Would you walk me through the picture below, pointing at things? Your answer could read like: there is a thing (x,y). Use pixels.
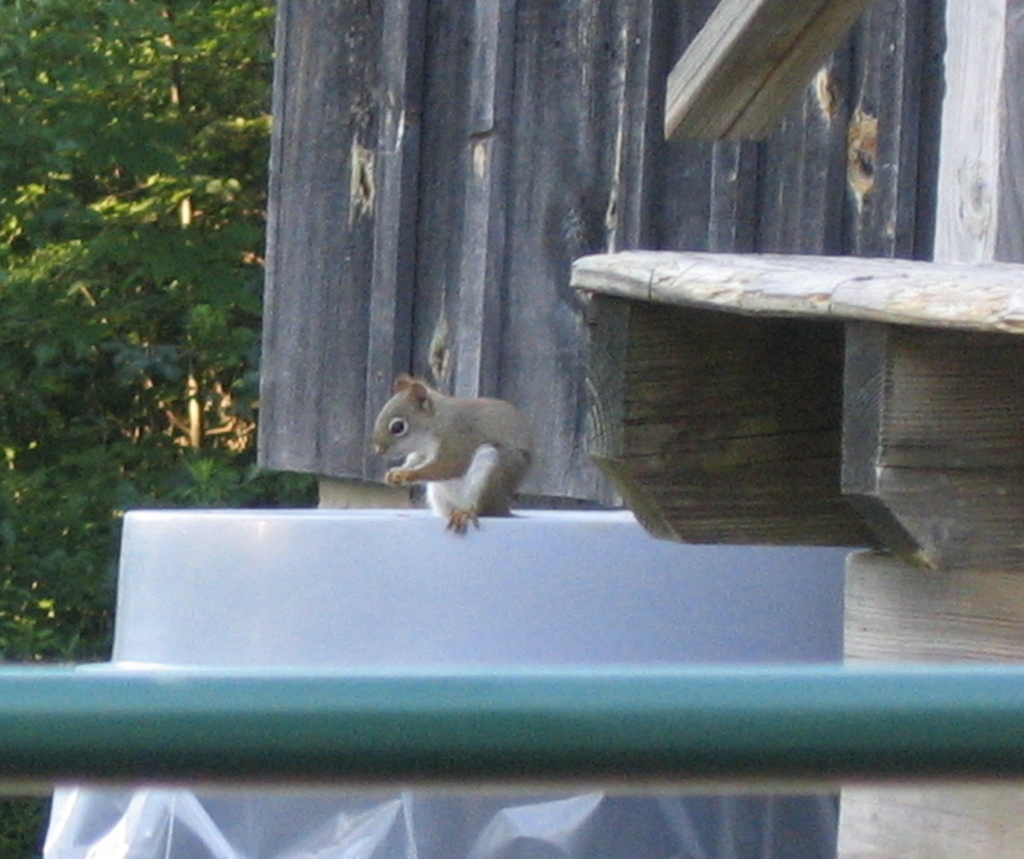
In this image I can see an animal (440,445) on the wall (426,522). An animal (434,497) is in white and brown color. In the front (406,683) I can see the rod (460,683). In the background (101,252) I can see the trees (108,241).
